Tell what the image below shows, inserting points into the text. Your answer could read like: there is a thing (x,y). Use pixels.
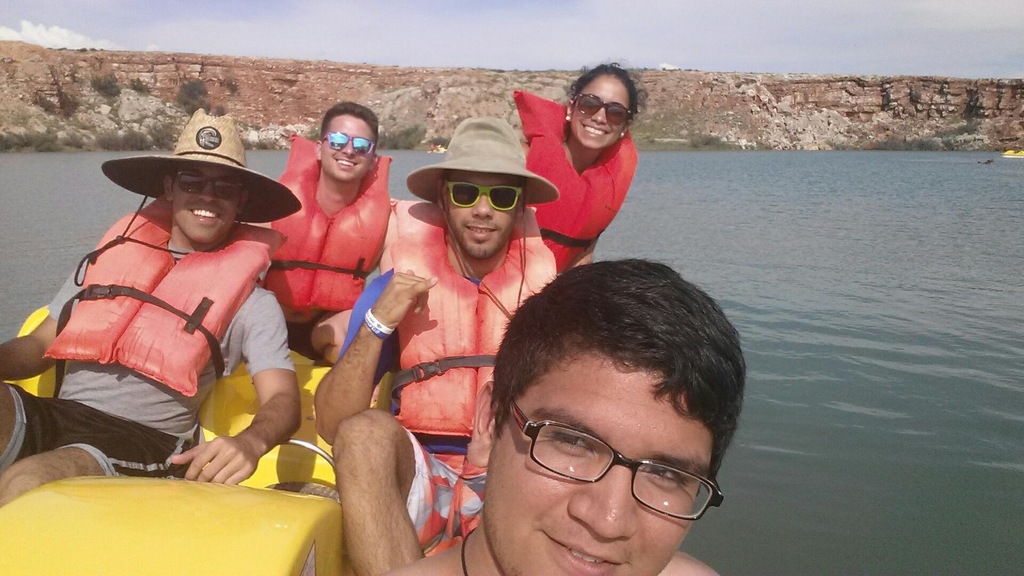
In this image I can see a boat (110,558) on the water (755,418). I can also see four people (444,392) and I can see two of them are wearing hats (422,182). I can also see four persons (303,329) are wearing life jackets (432,297) and they all are wearing shades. In the front side of the image (565,419) I can see a man (597,407) is wearing a specs (536,462). In the background (493,66) I can see plants (17,136), clouds (690,7) and the sky (722,37).
